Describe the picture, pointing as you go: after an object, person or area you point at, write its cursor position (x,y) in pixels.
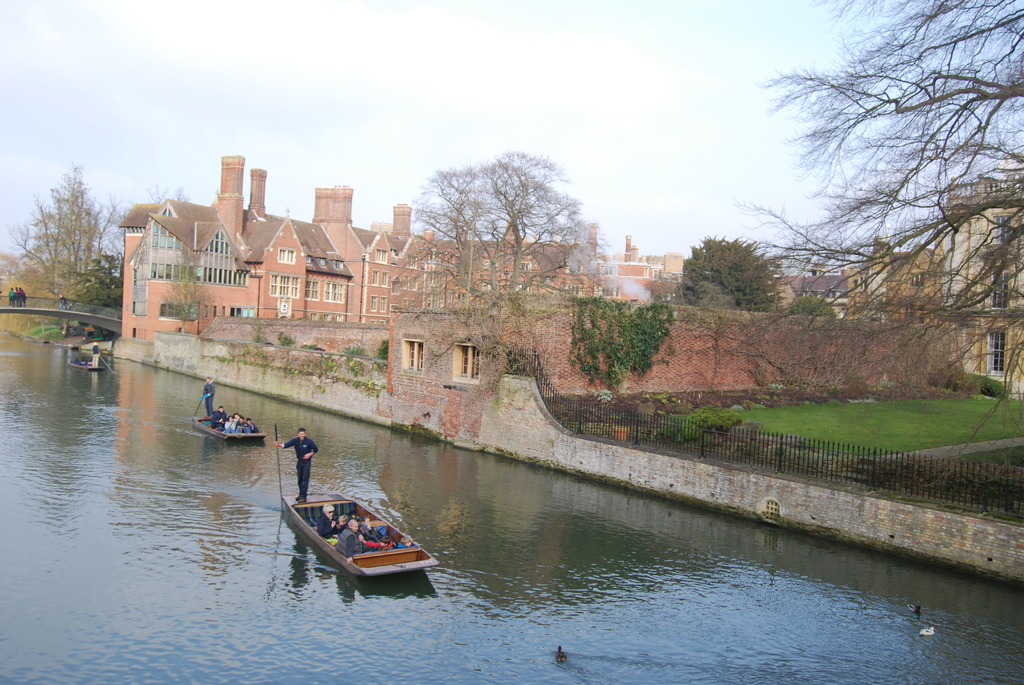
In this picture we can see buildings (358,298), trees (490,275), windows (315,291), wall (729,331), bridge (59,301), grass (915,444), fencing (935,484) are there. At the top of the image (424,64) clouds (442,66) are present in the sky (239,72). At the bottom of the image (199,474) we can see water (116,530), boats (353,514) and some persons (368,518) are present on the boats (365,553).
